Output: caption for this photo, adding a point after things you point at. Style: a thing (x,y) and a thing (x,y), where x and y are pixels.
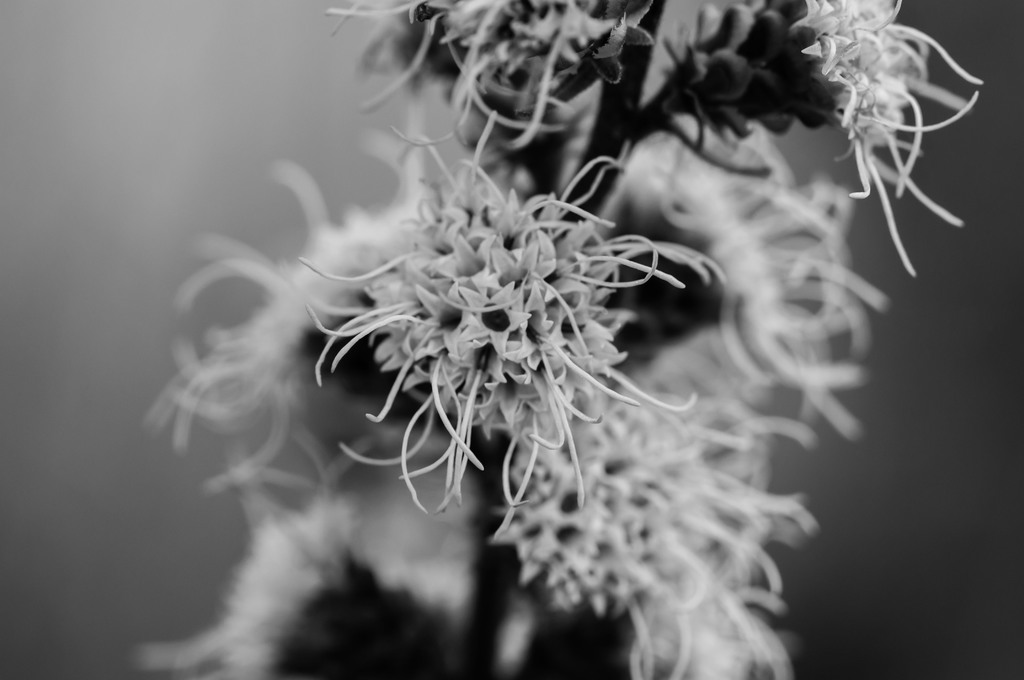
In this image we can see the spider flowers (433,291).
